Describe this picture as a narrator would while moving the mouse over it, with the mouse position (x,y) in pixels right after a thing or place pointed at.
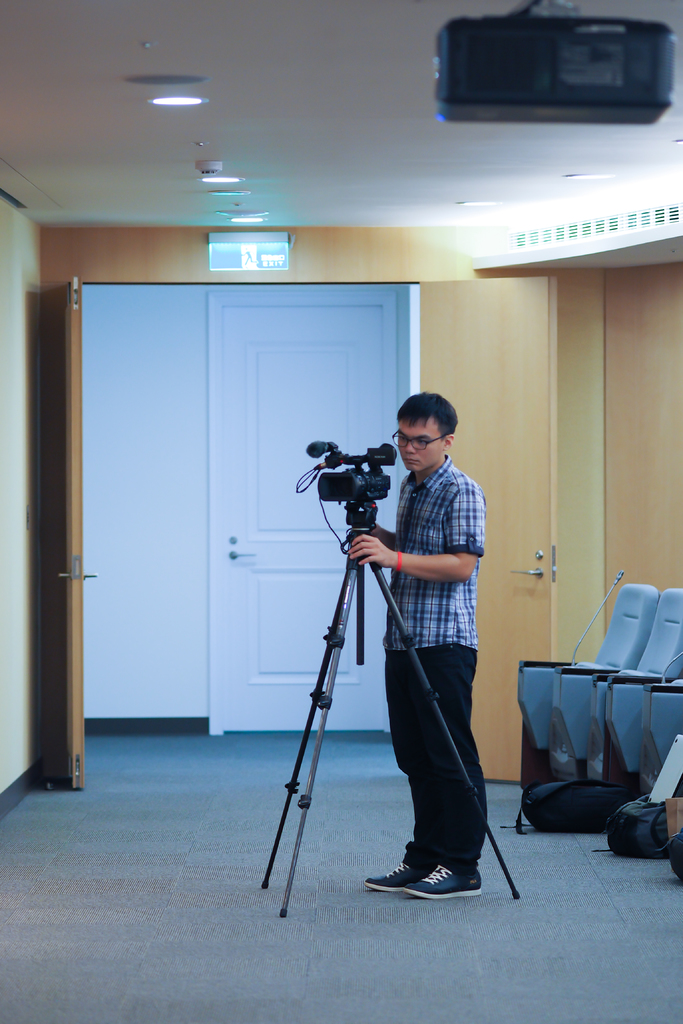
In this image I can see a person (469,666) wearing blue and black colored dress (468,646) is standing and holding a camera (322,475) in his hands (381,541). In the background (322,559) I can see the wall (572,478), the ceiling (344,24), few lights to the ceiling (358,76), a black colored object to the ceiling (253,150) and the door (281,412).
